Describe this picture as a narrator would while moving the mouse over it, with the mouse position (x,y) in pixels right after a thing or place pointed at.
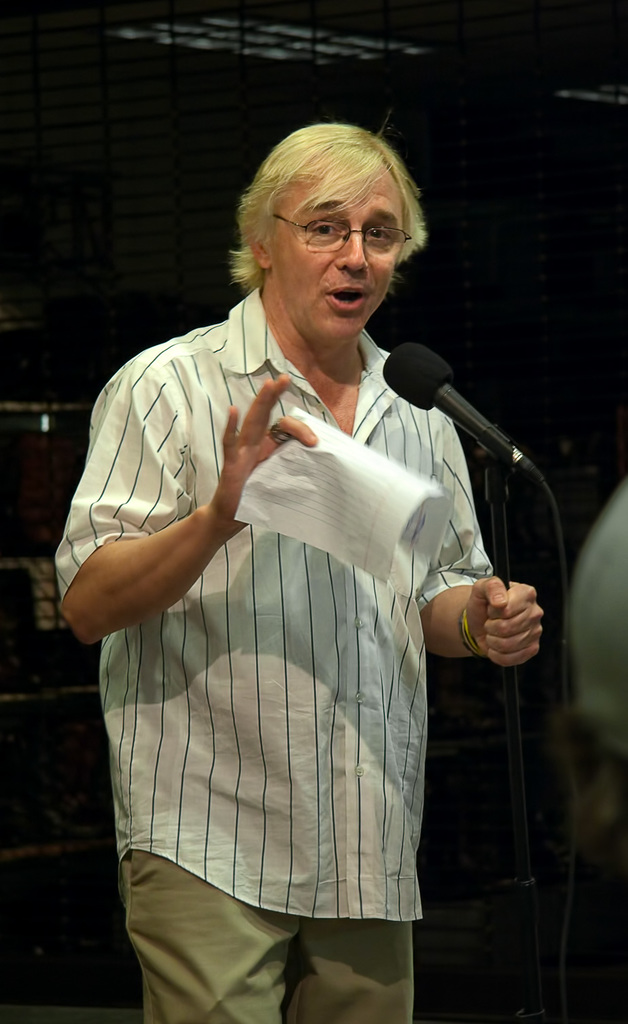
In the picture we can see a man (226,607) standing near the microphone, holding some paper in the hand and he is in a white shirt (291,561) with lines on it.
